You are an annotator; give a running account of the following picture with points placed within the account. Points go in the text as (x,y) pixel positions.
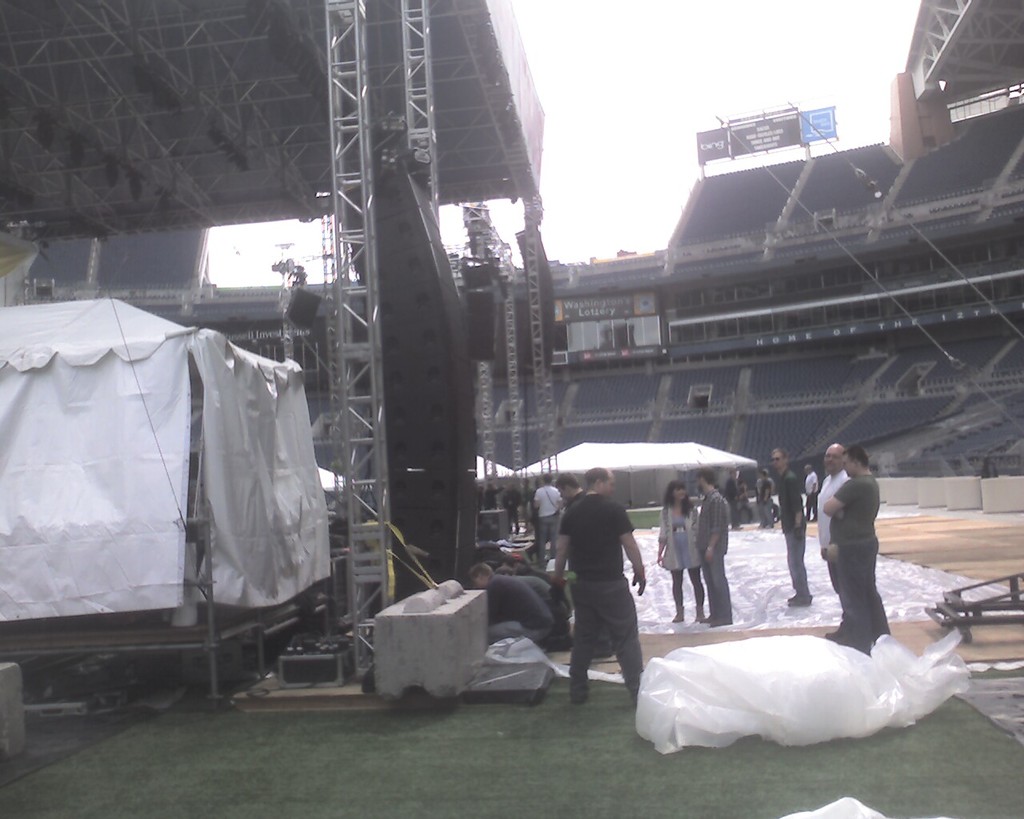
In this image I can see number of people (669,494) are standing. I can also see few plastic covers (742,579), number of poles (542,375) and few other things (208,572) on the ground (978,529). On the top left side of the image (248,156) I can see number of lights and on the right side of the image (707,138), I can see few wires (907,220), few boards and on these boards (757,118), I can see something is written. In the background (577,245) I can see the sky (599,91) and I can also see this image is little bit blurry.
